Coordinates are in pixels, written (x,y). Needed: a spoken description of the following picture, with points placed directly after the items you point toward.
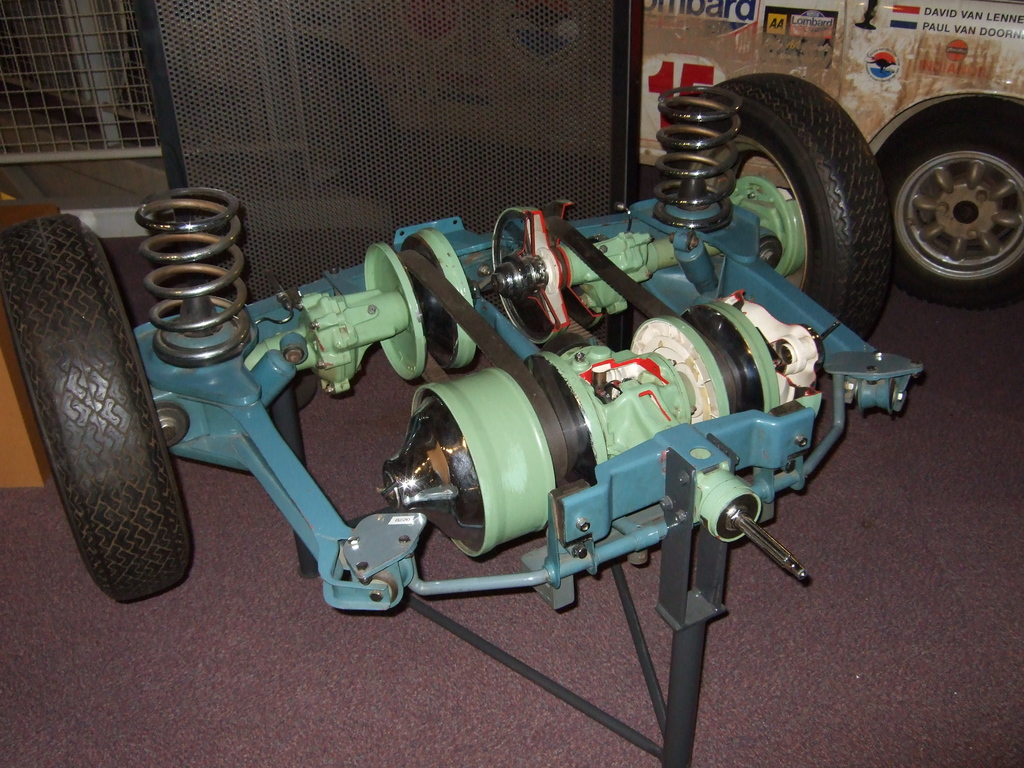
In this image, we can see a vehicle part (660,537) on the rod stand (690,735). At the bottom (454,655), we can see surface (252,706). Here we can see tyres (860,235) and wheels (801,265). Top of the image (270,207), we can see mesh (552,40), vehicles (731,48) and fence (66,81).
